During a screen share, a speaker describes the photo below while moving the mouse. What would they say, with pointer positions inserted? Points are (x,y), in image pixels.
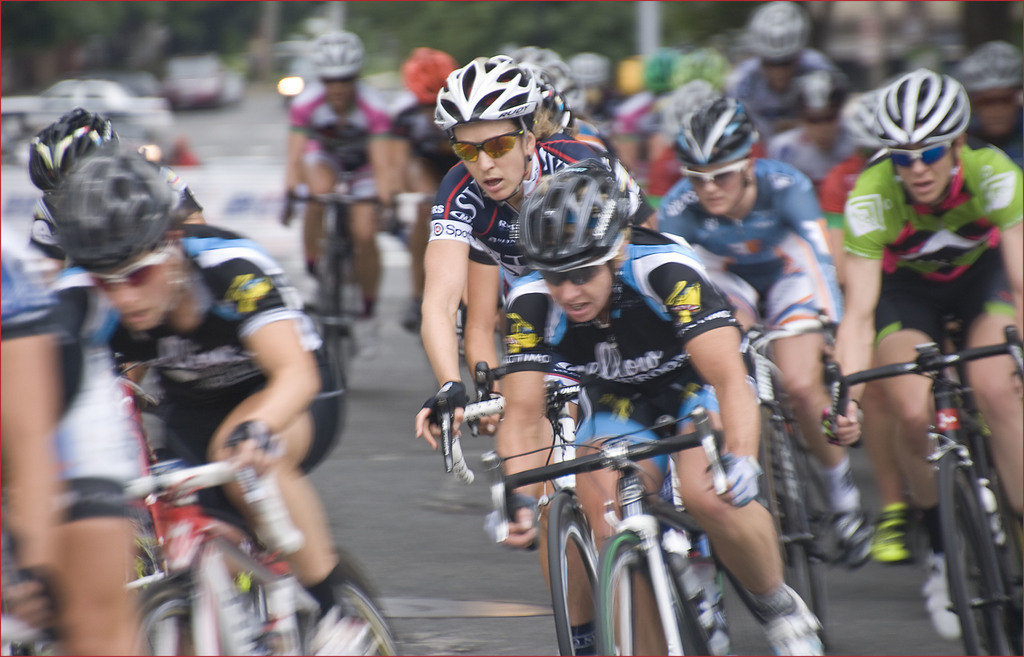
In the picture we can see a number of people (195,333) are riding the bicycles (509,479) and they are wearing sports wear (767,224) and helmets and in the background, we can see some vehicles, trees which are not clearly visible.
